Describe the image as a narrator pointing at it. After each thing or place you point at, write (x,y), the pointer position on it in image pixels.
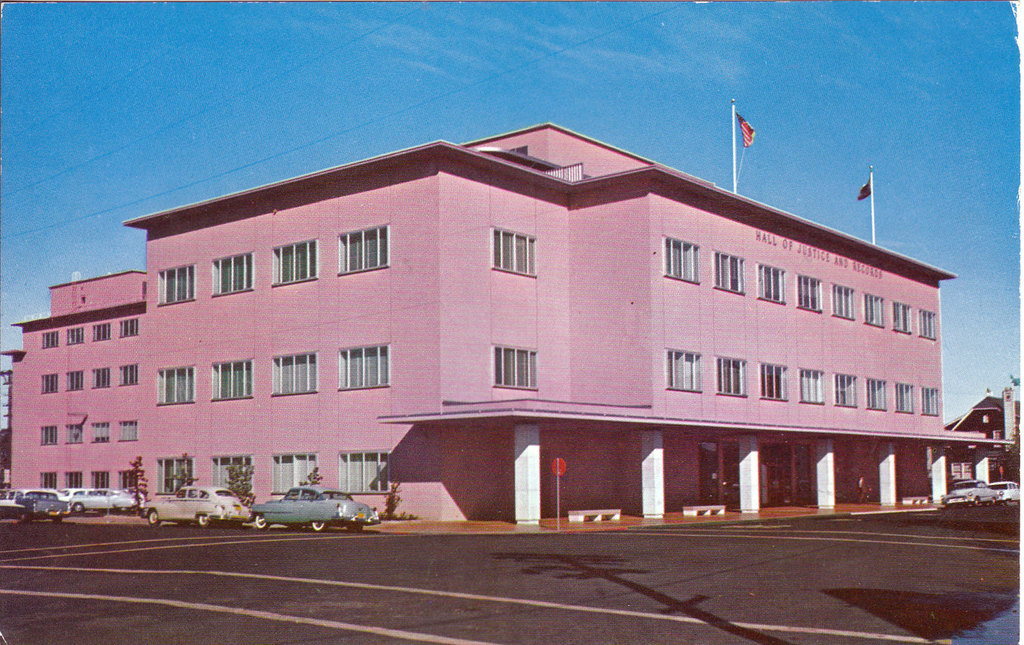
In this image we can see a building (716,410) and there are two flags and there are some vehicles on the road (275,534). We can see a house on the right side (1003,407) and there are some trees (237,488) and at the top (203,75) we can see the sky (293,93).
